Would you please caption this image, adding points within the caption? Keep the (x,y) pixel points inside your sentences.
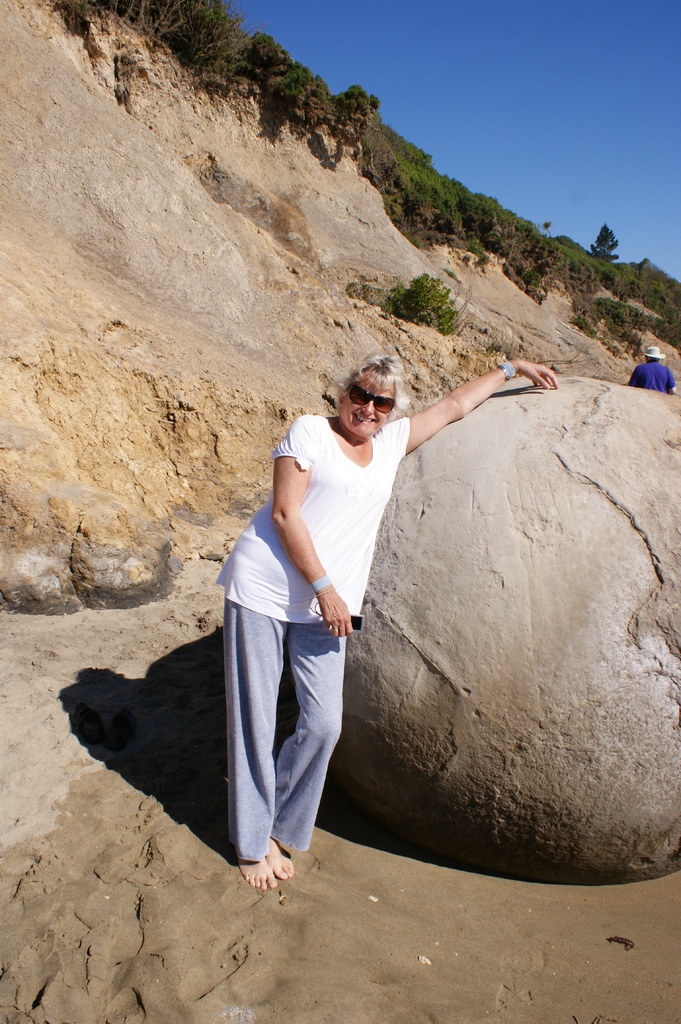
In this picture I can see trees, a rock (452,593) and a woman (294,542) standing she is wearing sunglasses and I can see a human (635,383) in the back (674,382) and a blue sky (468,142).
